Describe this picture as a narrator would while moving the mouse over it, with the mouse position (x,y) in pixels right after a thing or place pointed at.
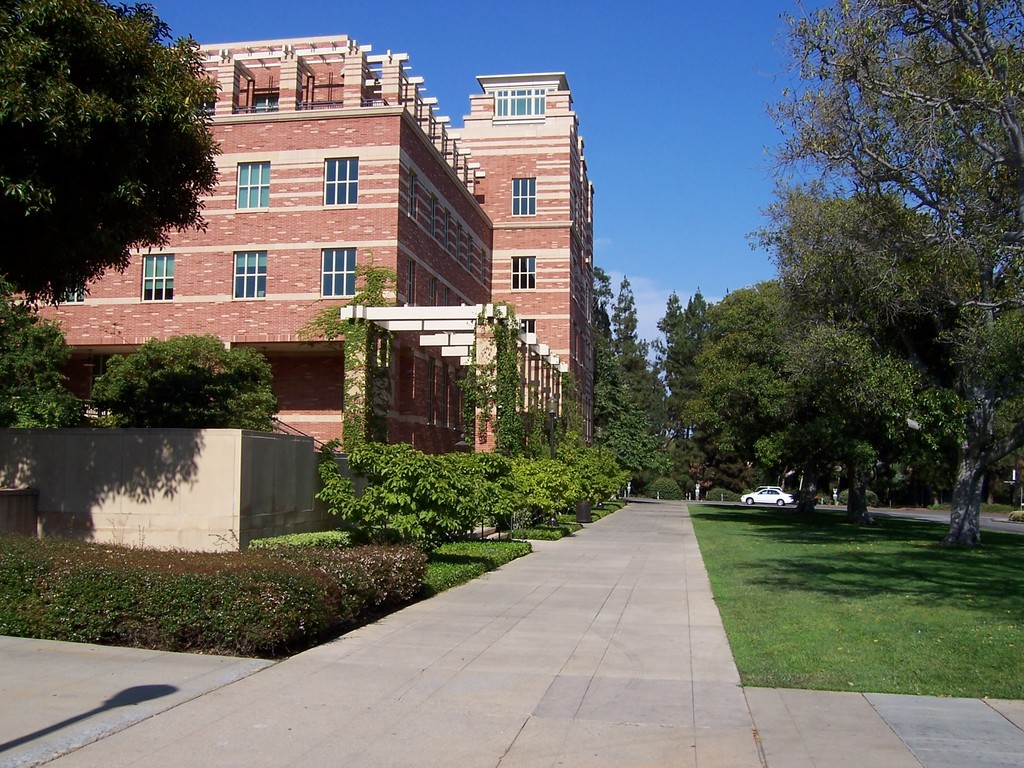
As we can see in the image there are buildings (391,298), trees (134,219), plants (371,400), grass (756,551) and sky (750,35). In the background (774,497) there is a white color car (763,502).
